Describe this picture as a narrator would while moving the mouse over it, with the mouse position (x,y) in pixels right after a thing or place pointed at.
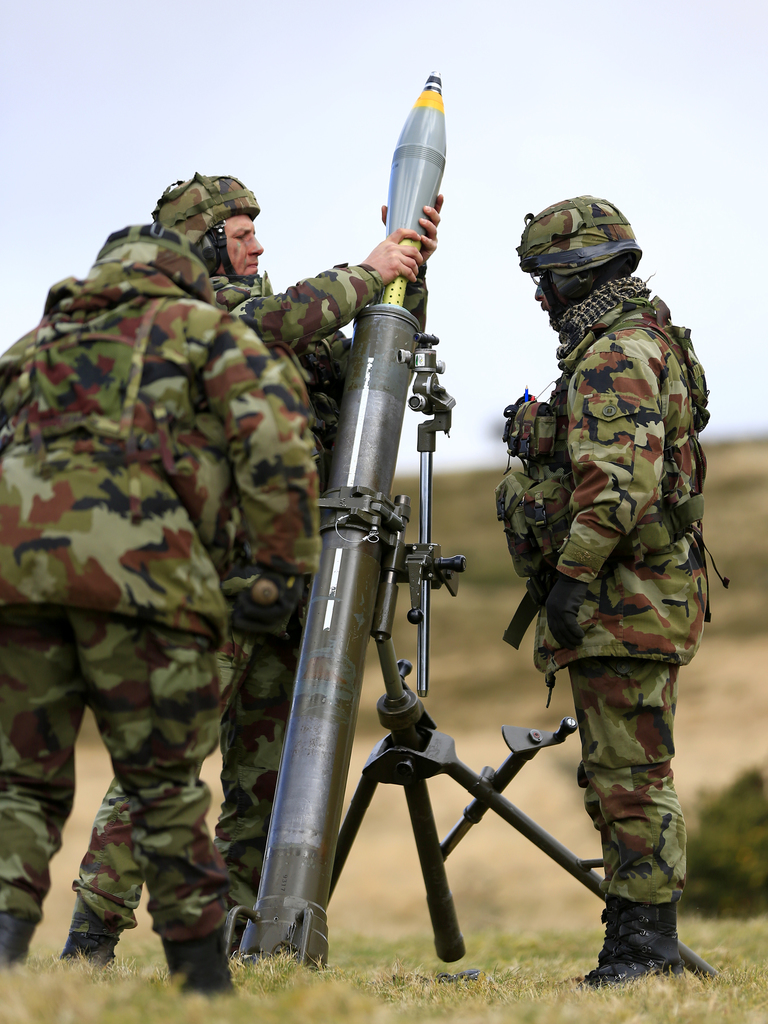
These three people (238,441) wore military dress (580,769) and standing around this rocket (339,481). This is grass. One person (340,296) is holding a rocket (407,141). Background (608,110) it is blur. We can see the sky (402,99).
